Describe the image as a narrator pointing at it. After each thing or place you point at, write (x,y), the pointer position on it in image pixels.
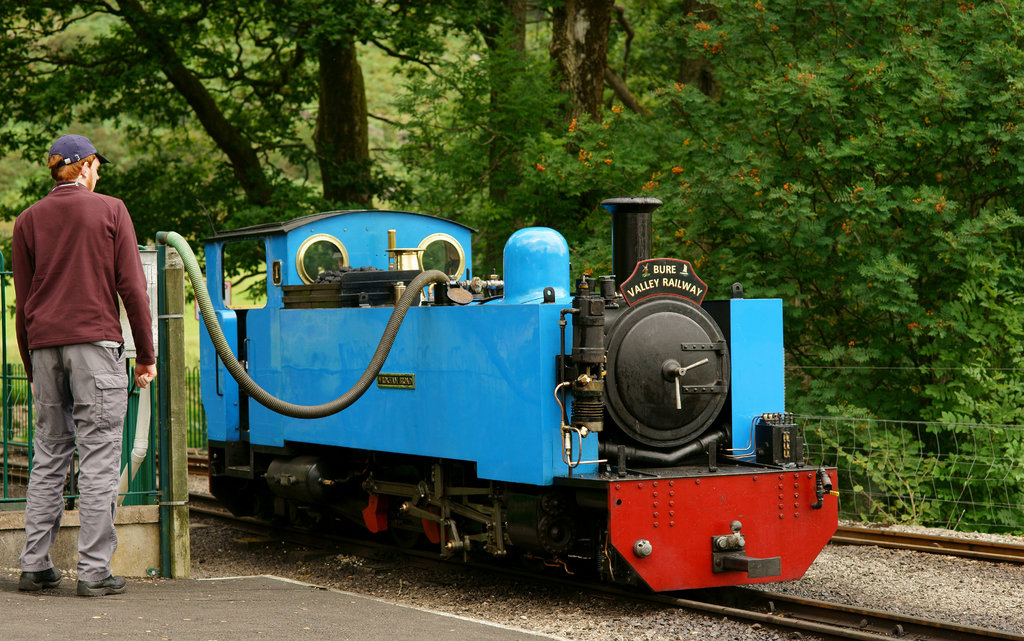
In this image there is a train engine (435,543) on the railway track (440,563), there is a person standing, and in the background (1002,360) there are trees (162,212).
